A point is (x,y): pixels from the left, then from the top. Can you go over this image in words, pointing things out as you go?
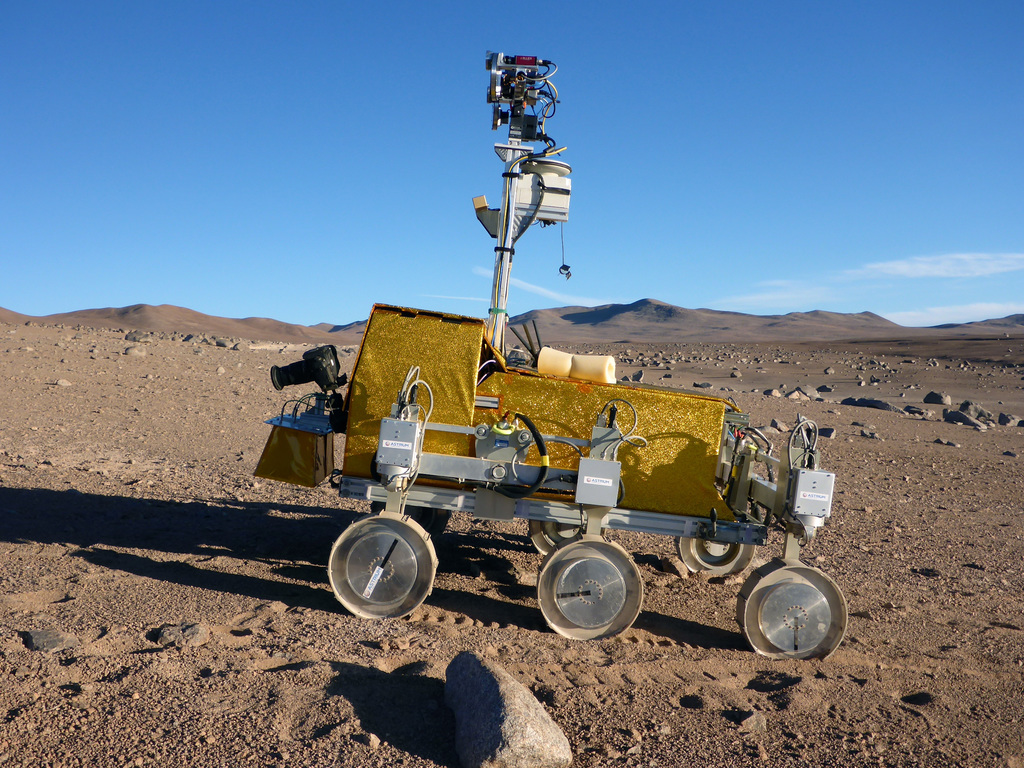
In this image we can see a machine vehicle (468,449) moving on the ground (1005,546). Here we can see stones (924,413), hills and the blue sky (684,155) with clouds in the background (529,234).
